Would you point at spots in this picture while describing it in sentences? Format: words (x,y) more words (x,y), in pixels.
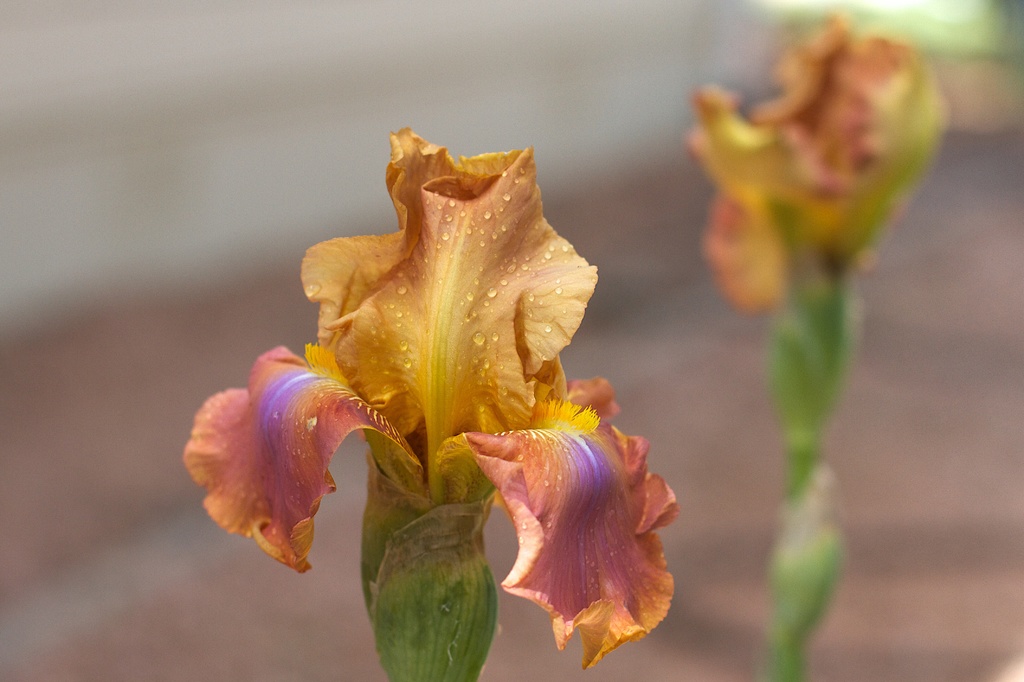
In this image I see a flower (445,357) which is of orange, yellow, violet and pink in color and I see water droplets (407,346) on it and in the background (43,28) it is blurred and I see another flower (860,221) over here.
